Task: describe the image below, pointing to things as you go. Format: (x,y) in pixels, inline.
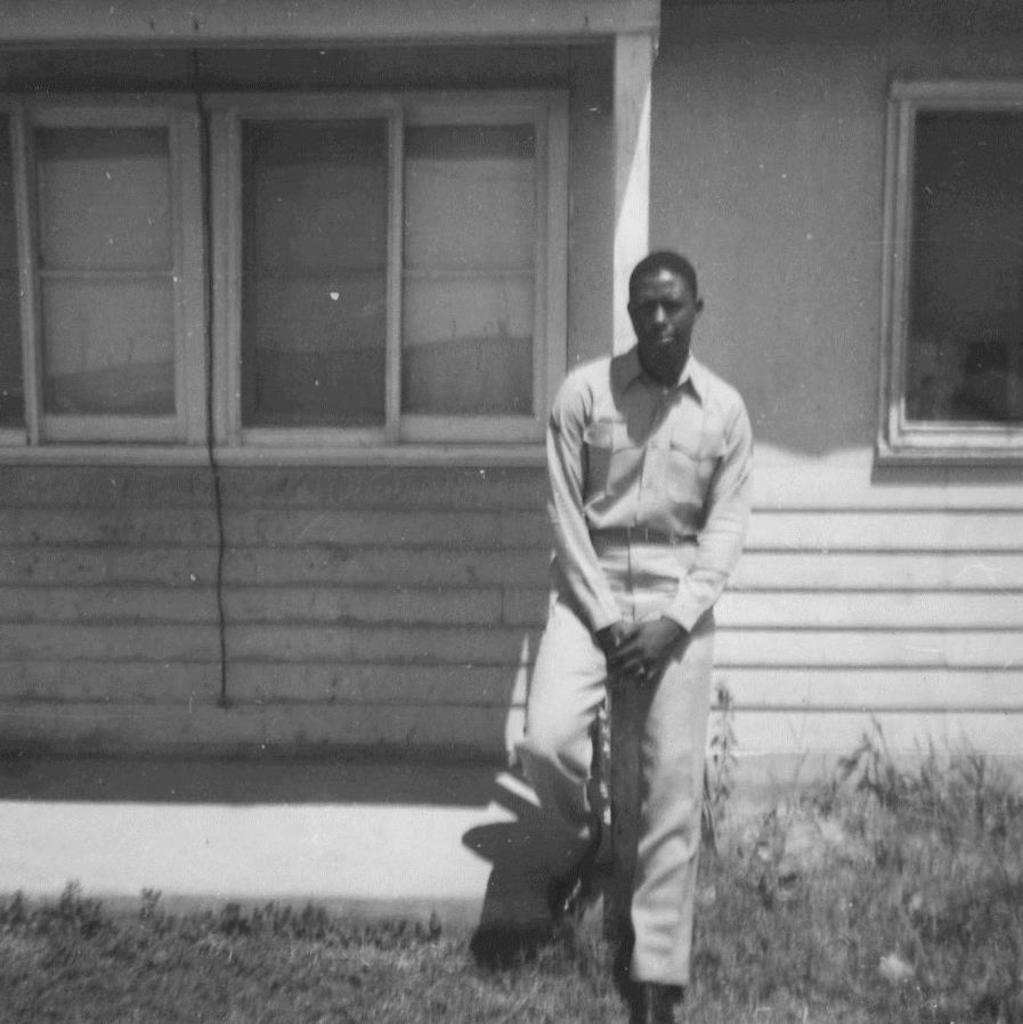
In this image there is a person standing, and there is grass (714,878), plants (977,757), house (420,250) with windows (1008,353).
